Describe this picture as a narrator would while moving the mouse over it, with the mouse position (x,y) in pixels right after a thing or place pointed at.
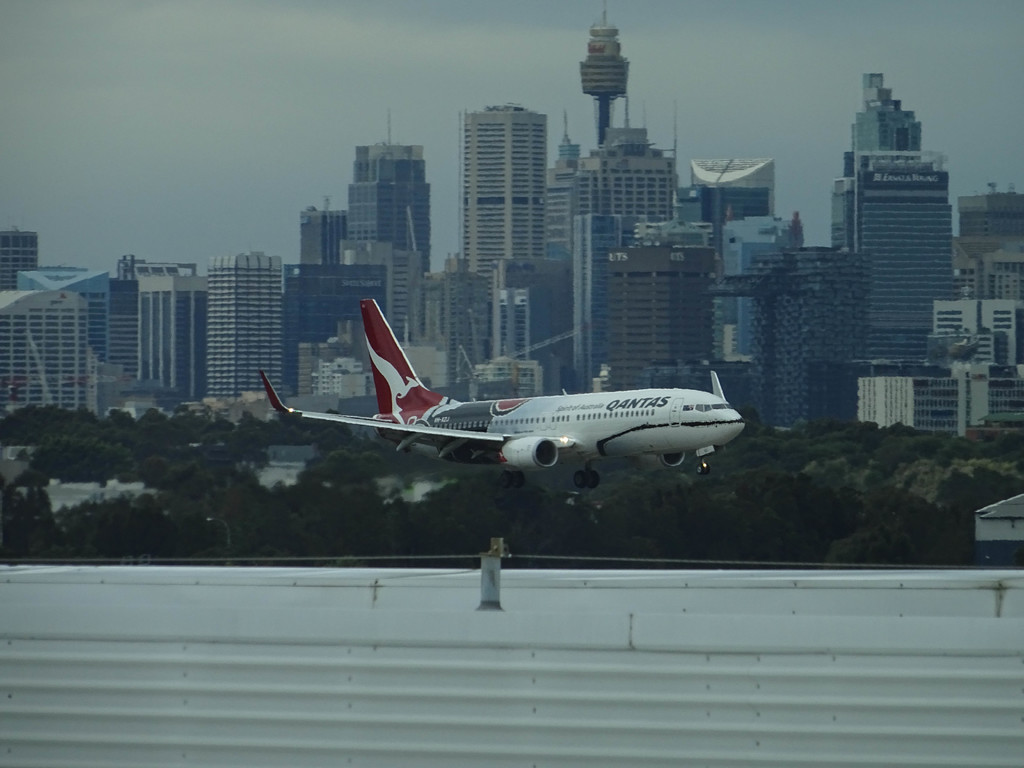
In the image there is an airplane (394,396) flying and behind the airplane (666,411) there are a lot of buildings (538,266) and trees (158,479).
